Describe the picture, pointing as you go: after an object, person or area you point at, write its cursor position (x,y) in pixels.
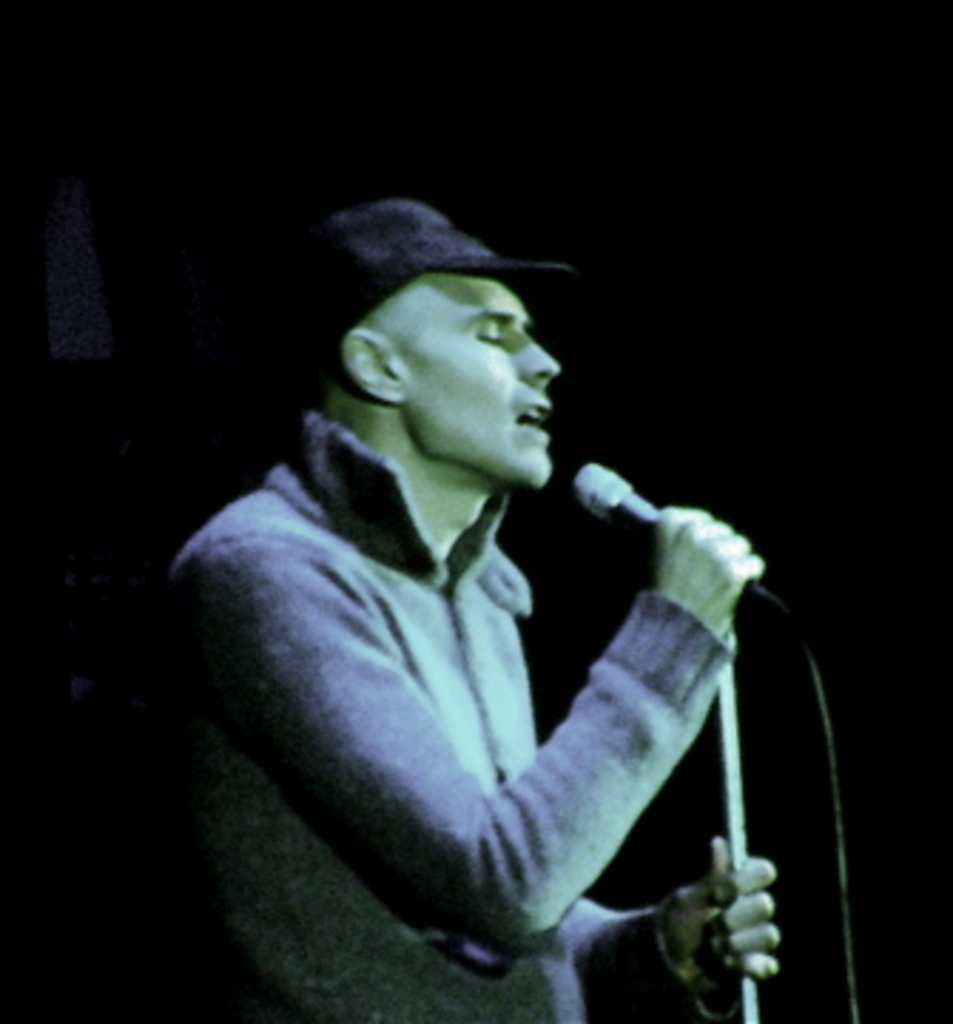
This is a close up image of a man (367,565) wearing clothes (350,573), cap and the man (401,435) is holding a microphone (623,500) in hand (669,553). Here we can see cable wire (833,796) and the background (117,185) is blurred.
